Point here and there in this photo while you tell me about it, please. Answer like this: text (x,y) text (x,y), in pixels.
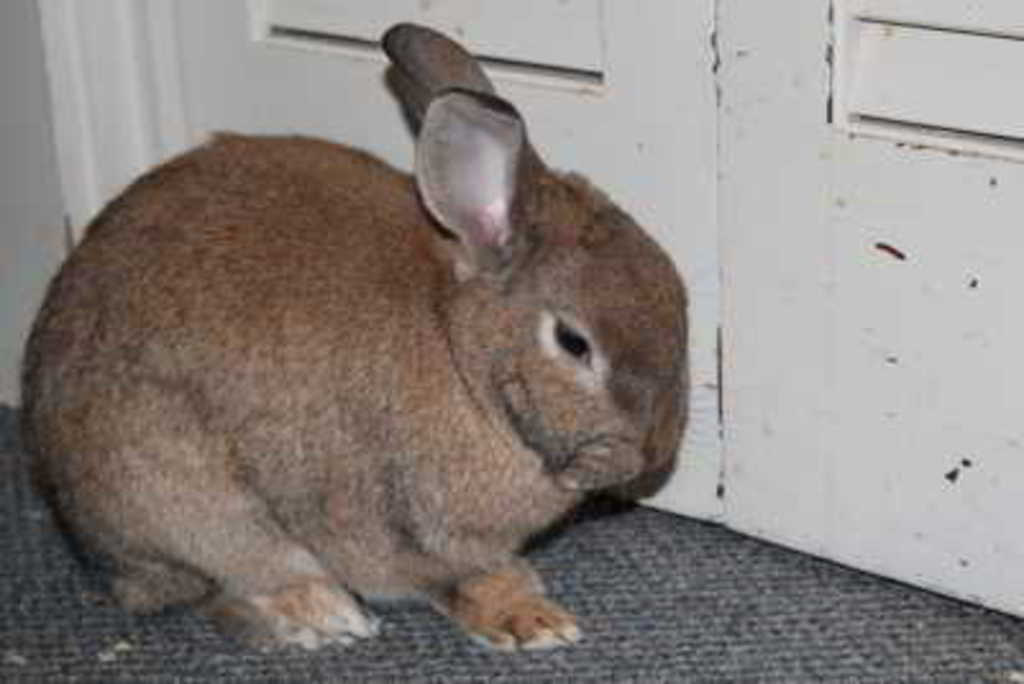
In this image we can see a rabbit (425,575) on the floor (673,628). In the background (819,247), we can see a door (695,123).
